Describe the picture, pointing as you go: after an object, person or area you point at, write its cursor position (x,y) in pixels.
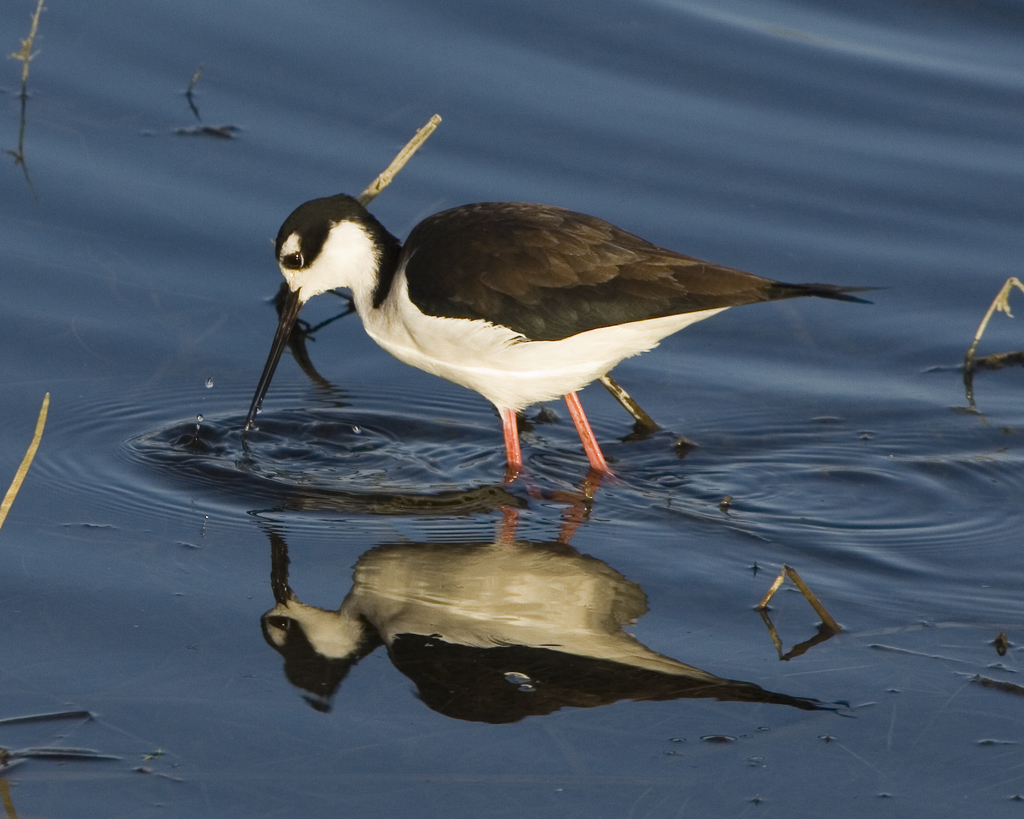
In this image, we can see a bird (532,342) is standing in the water (482,416). Here we can see few objects (19,480).
